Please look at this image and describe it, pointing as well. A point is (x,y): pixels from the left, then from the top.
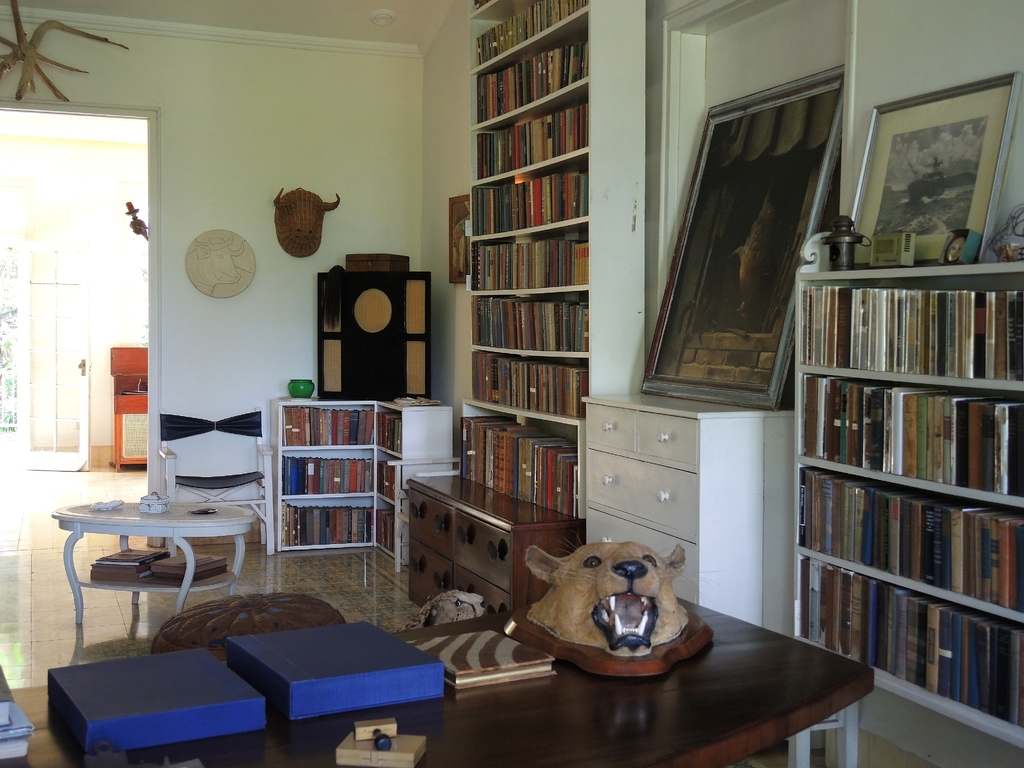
In this room (277,493) we can see a table (486,708), book rack (535,227), frame (732,338). On table (487,694) there is a book (497,659).
